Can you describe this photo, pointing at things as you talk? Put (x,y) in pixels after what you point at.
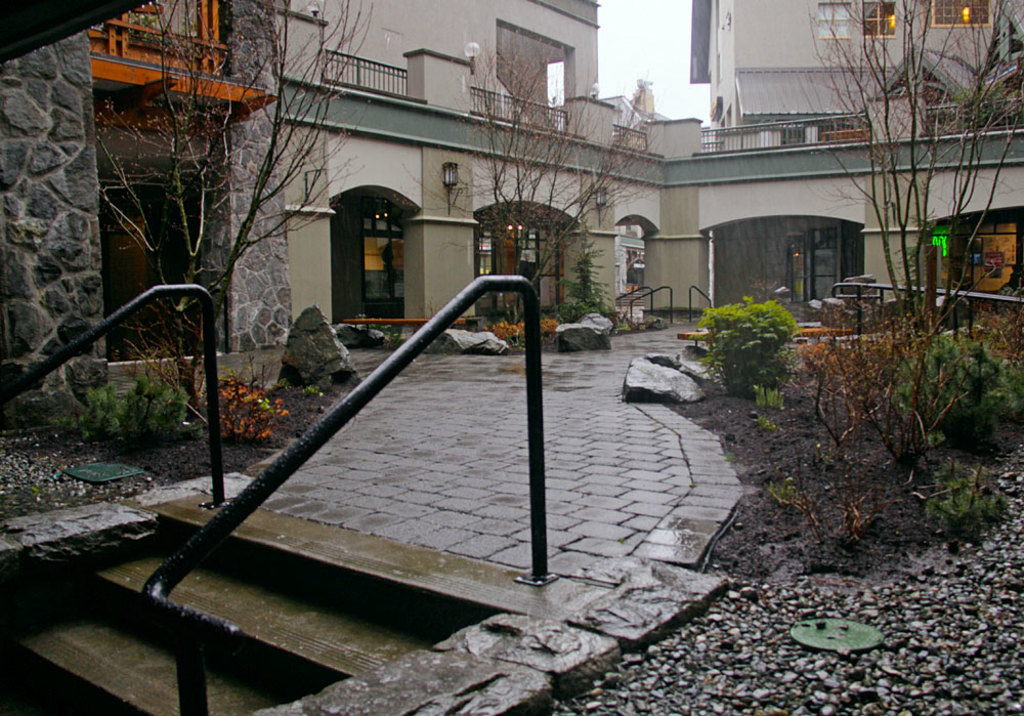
This image is taken outdoors. At the bottom of the image (813,619) there is a ground (803,612) with pebbles (794,619) and a few plants (822,360) and there is a floor (472,473). There are a few stairs (255,617) and a railing (195,640). In the middle of the image (477,265) there are two buildings (429,175) with walls (429,104), windows (871,14), doors (822,244), railings (760,125) and balconies (394,103). There are a few trees (876,159) and plants (954,414).
